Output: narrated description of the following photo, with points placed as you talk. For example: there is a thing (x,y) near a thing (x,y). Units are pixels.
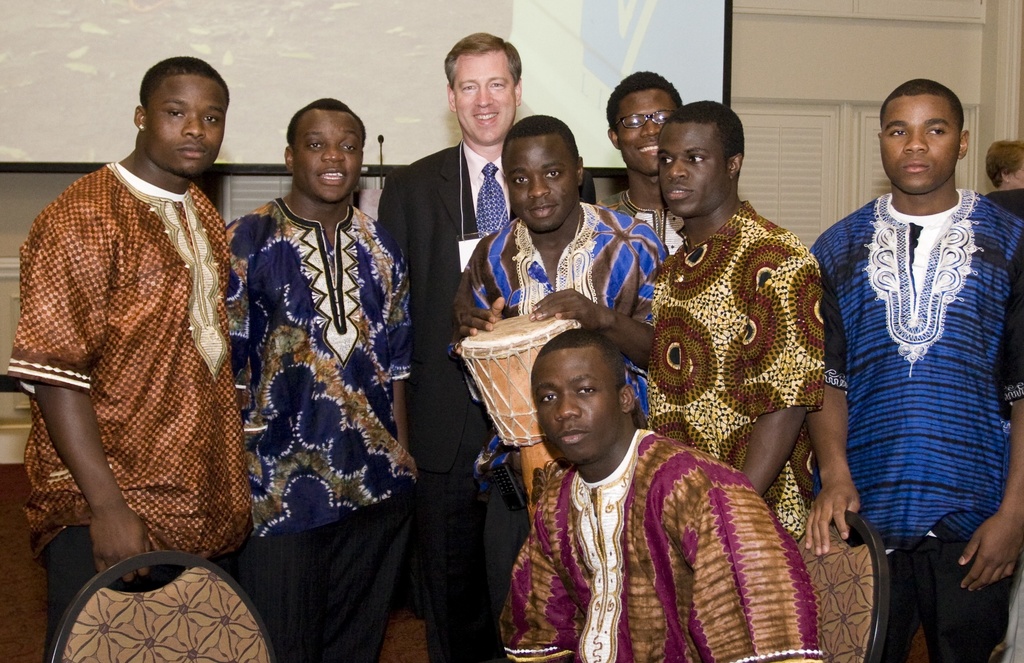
In this picture we can see a group of people (280,382), here we can see chairs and an object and in the background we can see a projector screen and some objects (796,123).
